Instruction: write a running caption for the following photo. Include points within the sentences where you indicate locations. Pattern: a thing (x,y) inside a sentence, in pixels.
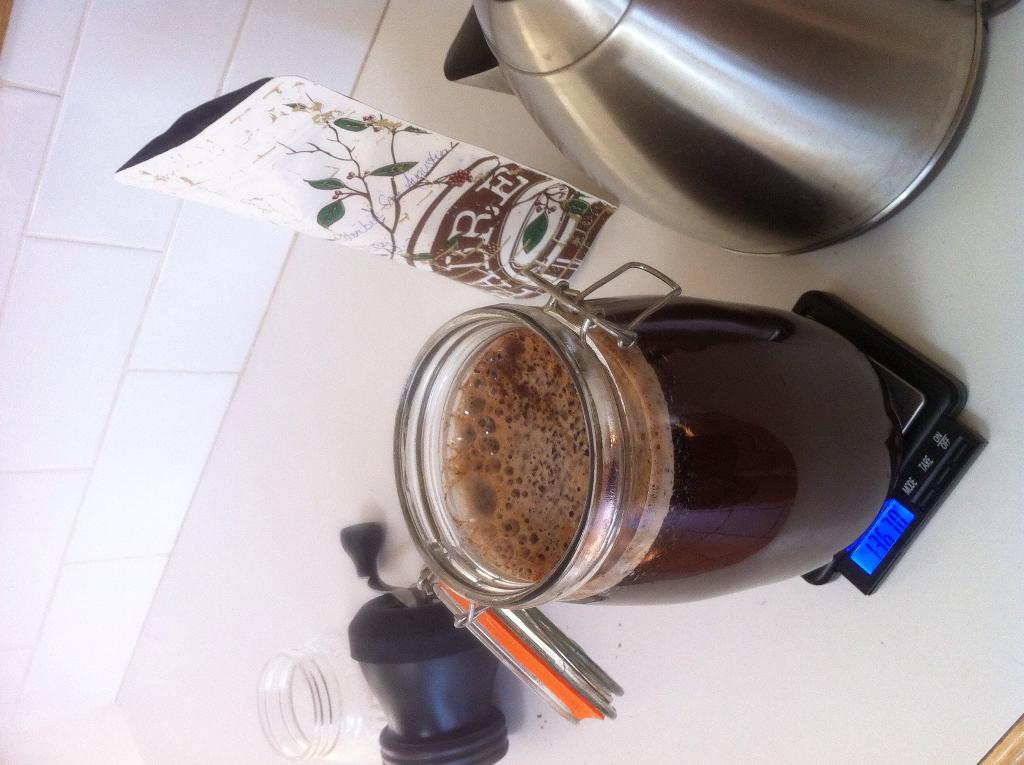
In this image we can see a gadget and a glass jar (438,459) on it, there is some liquid (505,348) in it, beside, there is a vessel (717,161) on a table (955,248), and some objects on it, there is a wall (14,147).
